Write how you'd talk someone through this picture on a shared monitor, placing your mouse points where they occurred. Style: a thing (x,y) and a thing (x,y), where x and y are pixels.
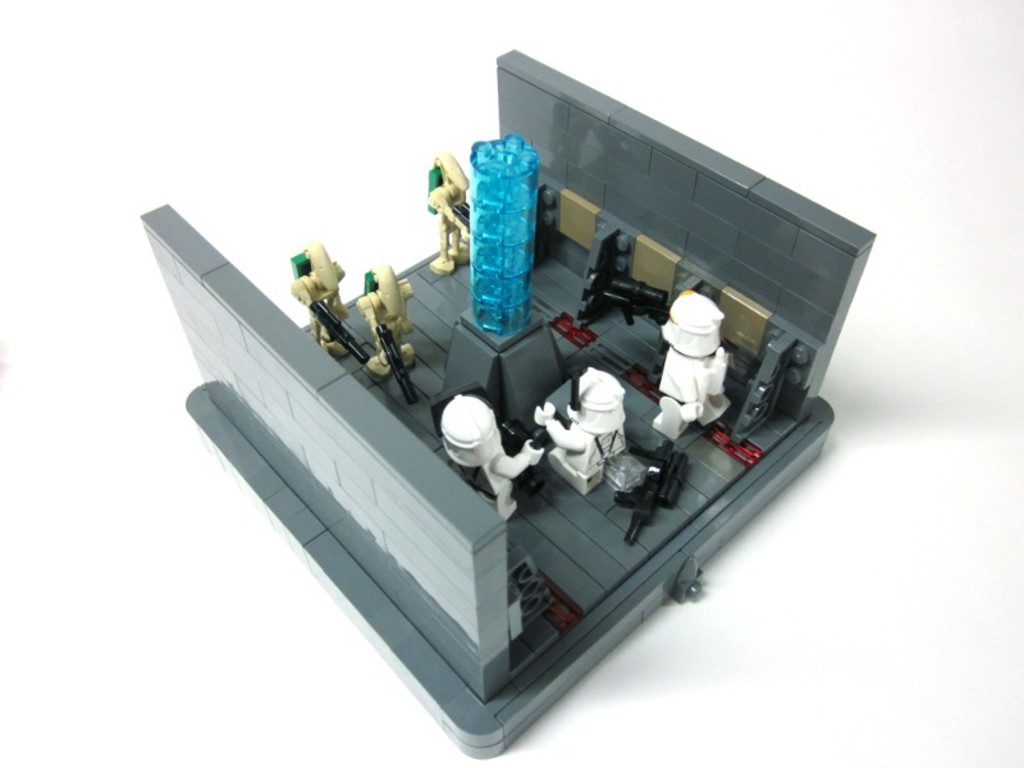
In the picture I can see a toy (353,548) which is in grey color in which we can see white and cream color robot toys (470,427) and some object (471,239) which is in blue color. This is placed on the white color surface (41,83).
